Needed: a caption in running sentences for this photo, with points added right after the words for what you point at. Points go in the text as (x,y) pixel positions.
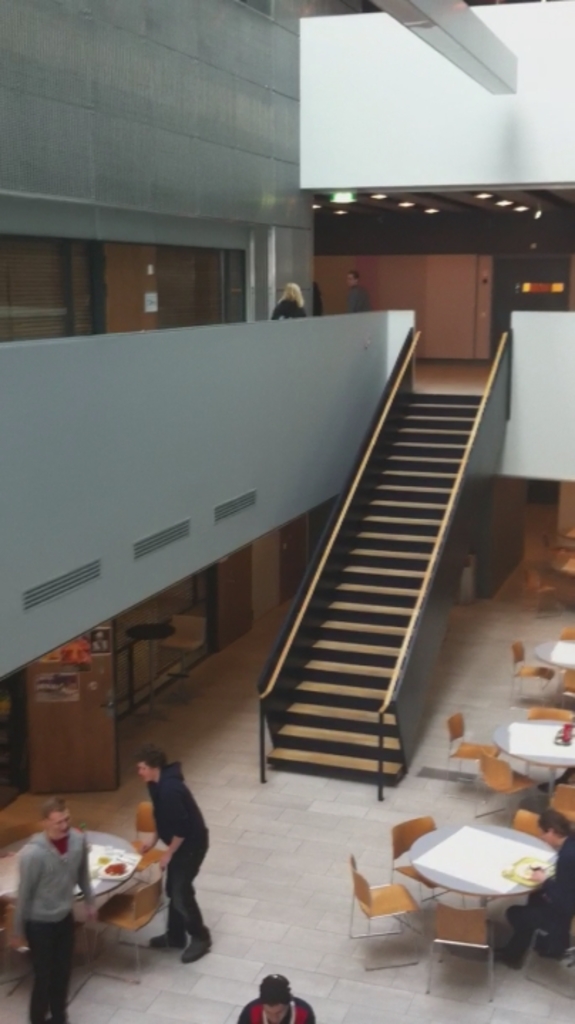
The two person (160,794) are standing. On the right side (559,853) we have person (567,879). He is sitting on a chair (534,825). We can see the background (296,465) there is a staircases (351,767), upper building (147,178) and lights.
